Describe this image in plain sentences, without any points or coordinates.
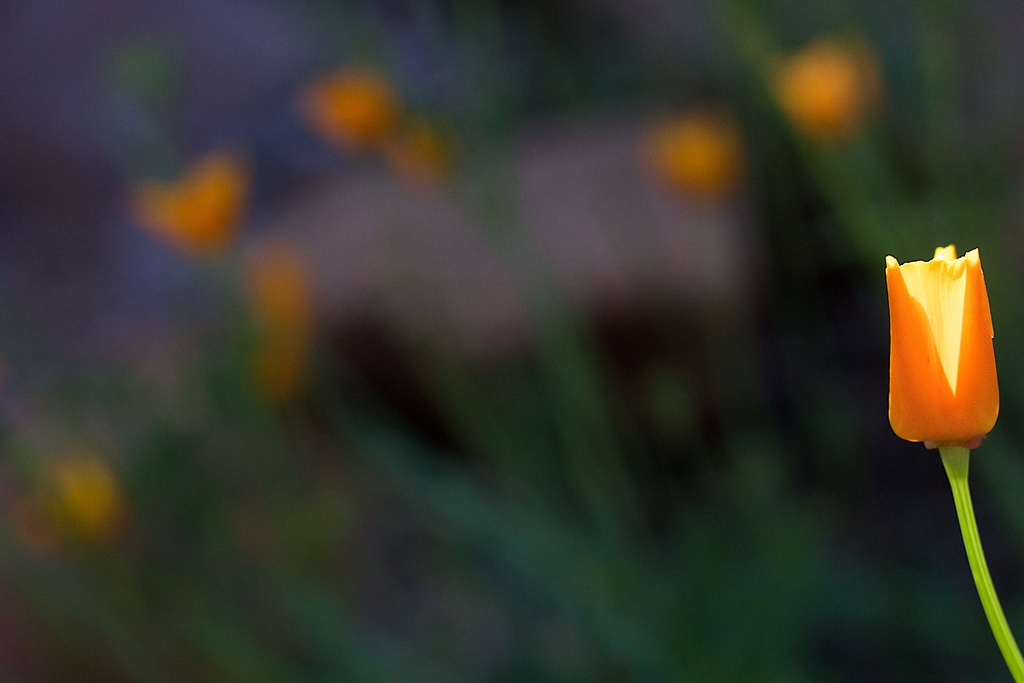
This is a blurred picture, where we have an orange color flower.
